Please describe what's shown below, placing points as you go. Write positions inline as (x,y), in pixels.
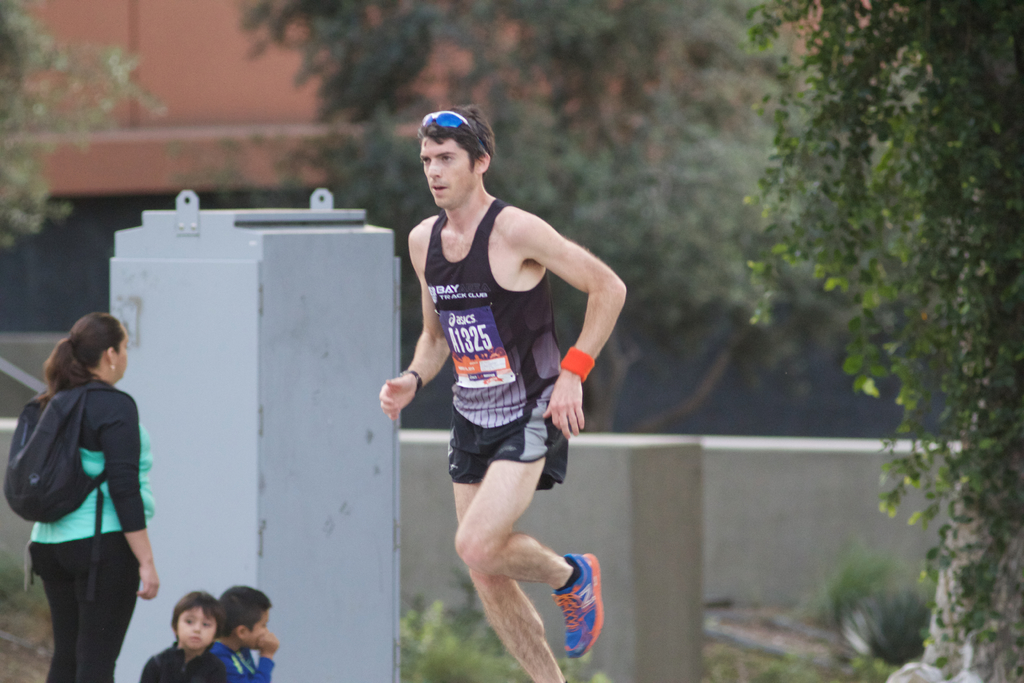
In this image I can see in the middle (514,430) a man (505,466) is running, on the right side (885,129) there are trees (966,371). On the left side (115,542) there is a woman (137,503), at the bottom (241,629) there are two kids (221,644), at the back side (629,515) there is the wall (631,515).
